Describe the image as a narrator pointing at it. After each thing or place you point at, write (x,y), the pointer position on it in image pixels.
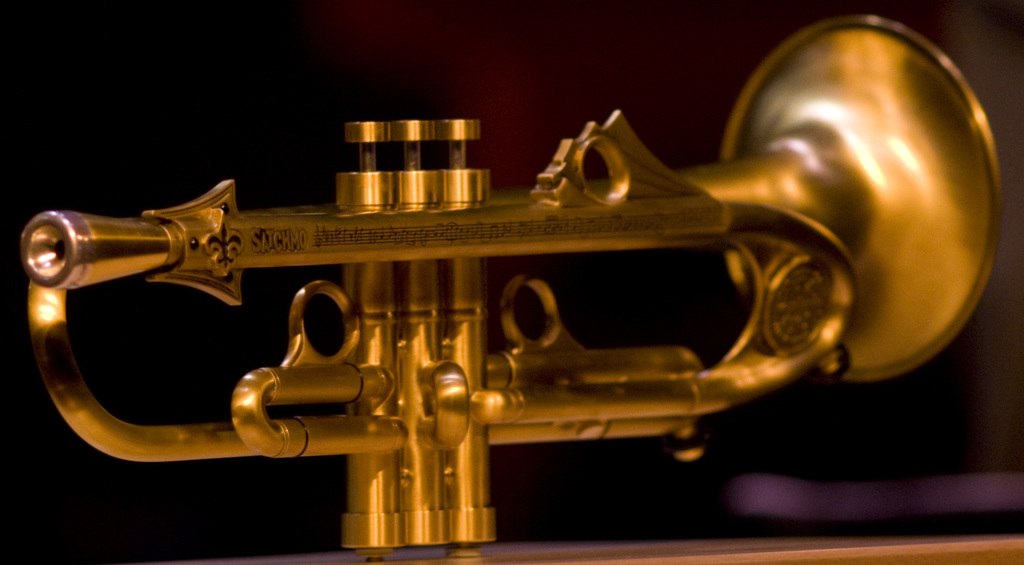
There is a zoom in picture of a musical instrument (387,334) as we can see in the middle of this image (399,340).
